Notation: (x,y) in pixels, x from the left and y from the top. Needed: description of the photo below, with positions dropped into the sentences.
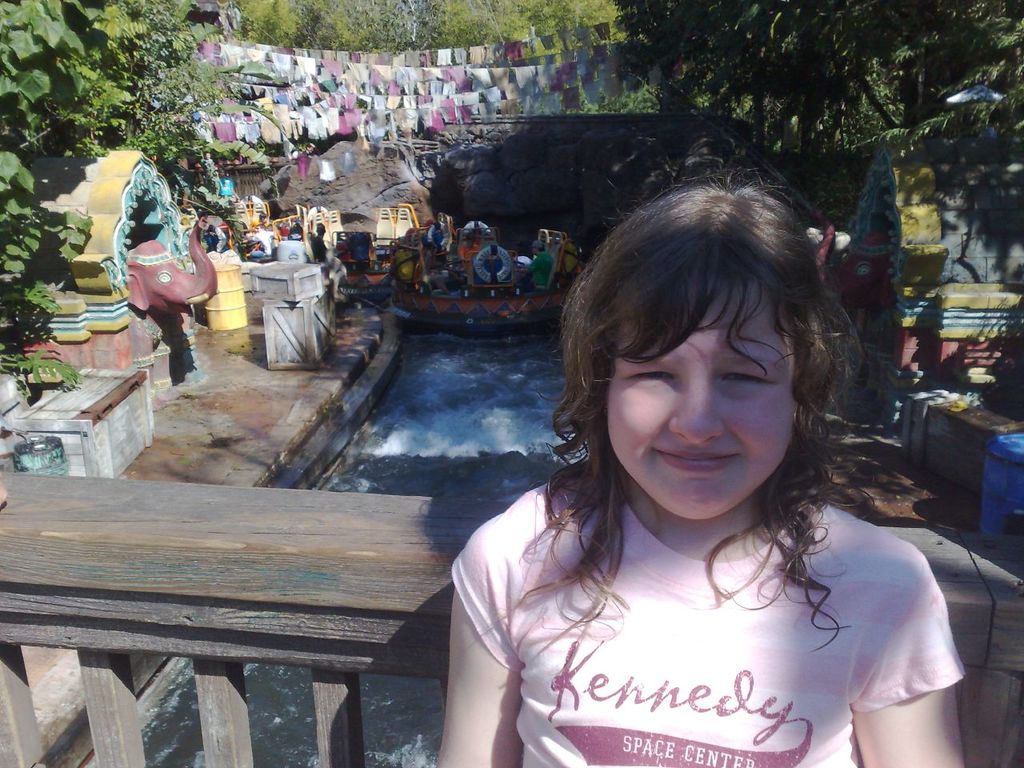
In this picture there is a girl (647,260) standing and smiling. At the back (128,70) there is a wooden railing (394,599) and there are wooden objects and there are statues (165,296) of elephants (872,288) and there are trees (30,293) and there are objects (429,266) and there is a person (532,267) with green t-shirt (540,278) is sitting and there are flags (333,108). At the bottom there is water (451,420). At the back (315,164) there are rocks (615,161).
